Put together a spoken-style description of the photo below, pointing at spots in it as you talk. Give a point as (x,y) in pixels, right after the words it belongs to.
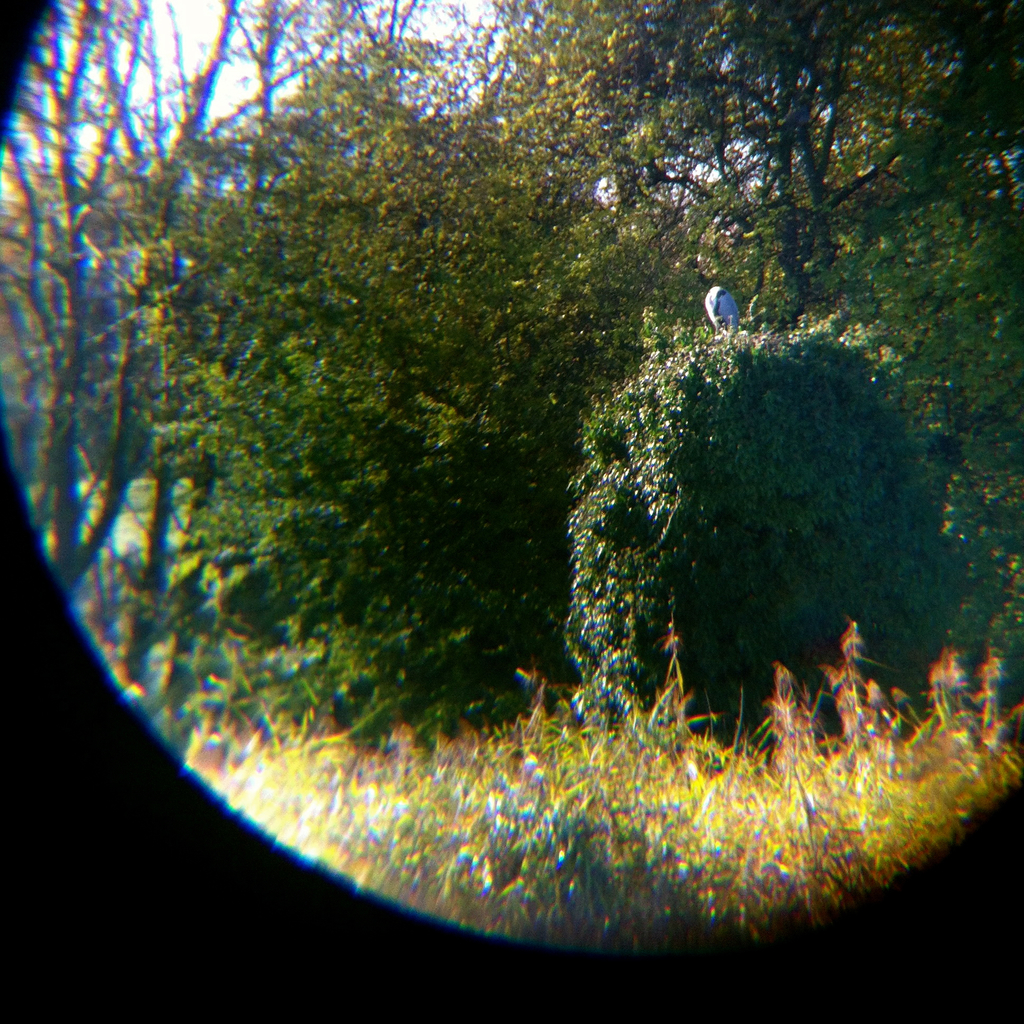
Here in this picture we can see plants (474,685) and trees (313,469) present on the ground (329,742) all over there.
